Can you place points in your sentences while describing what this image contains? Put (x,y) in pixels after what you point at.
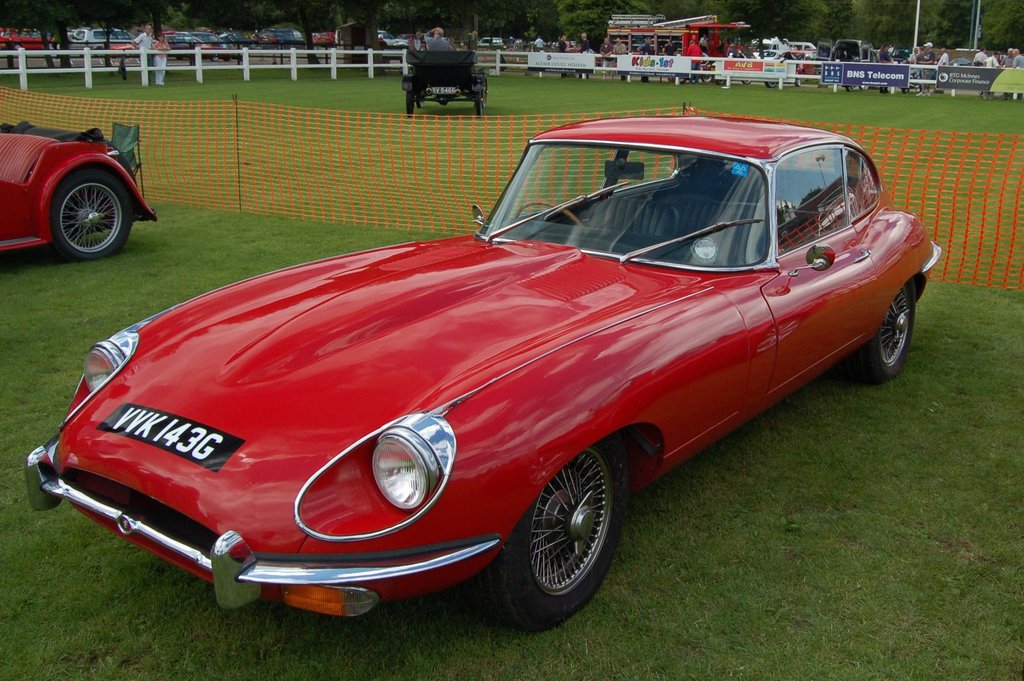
This picture is clicked outside. In the foreground (249,272) we can see the two red color cars (481,316) parked on the ground (917,415) and there is a net (283,159) and we can see the ground (177,290) is covered with the green grass (884,113). In the background (847,9) we can see the trees (755,15), group of persons (151,31), group of vehicles (387,45), white color fence (11,72) and many other objects (874,79).
